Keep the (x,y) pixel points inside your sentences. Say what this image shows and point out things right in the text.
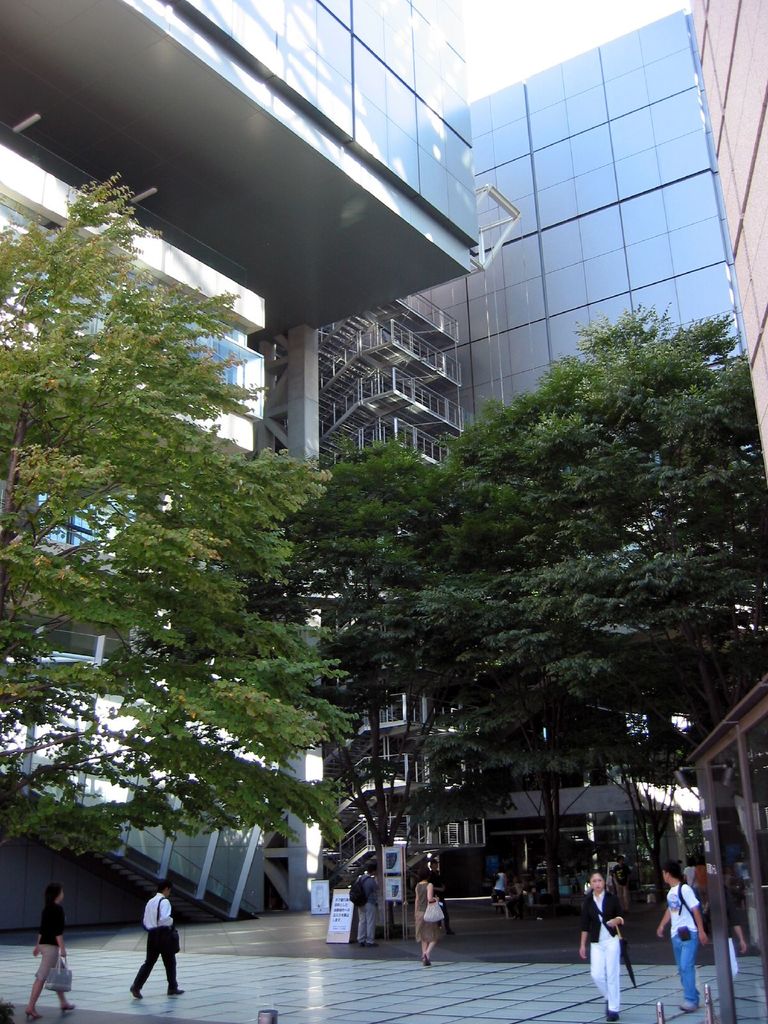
In this image I can see a building (453,334), in front of the building (524,369) I can see persons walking and at the top (537,35) I can see the sky (519,43).
